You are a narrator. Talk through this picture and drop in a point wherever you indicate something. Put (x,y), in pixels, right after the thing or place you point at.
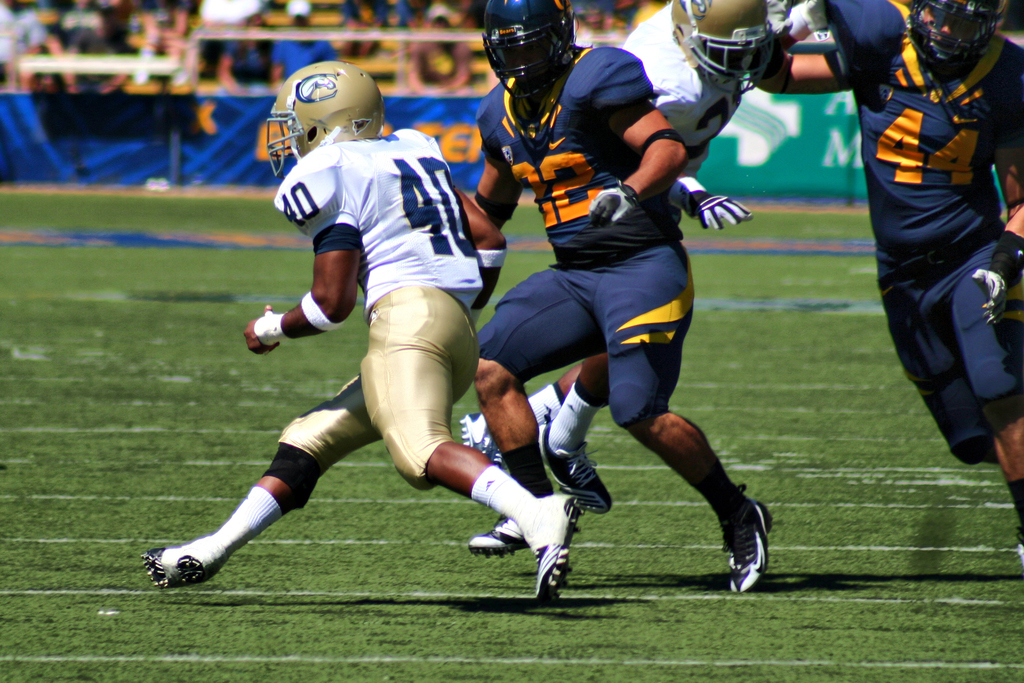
In the picture we can see a playground (772,362) with a grass surface (51,311) and on it we can see some people (559,344) are playing, they are in a sports wear (371,229), gloves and helmets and far away from them, we can see the wall (762,129) and behind it we can see people (110,80) are sitting and watching them.
